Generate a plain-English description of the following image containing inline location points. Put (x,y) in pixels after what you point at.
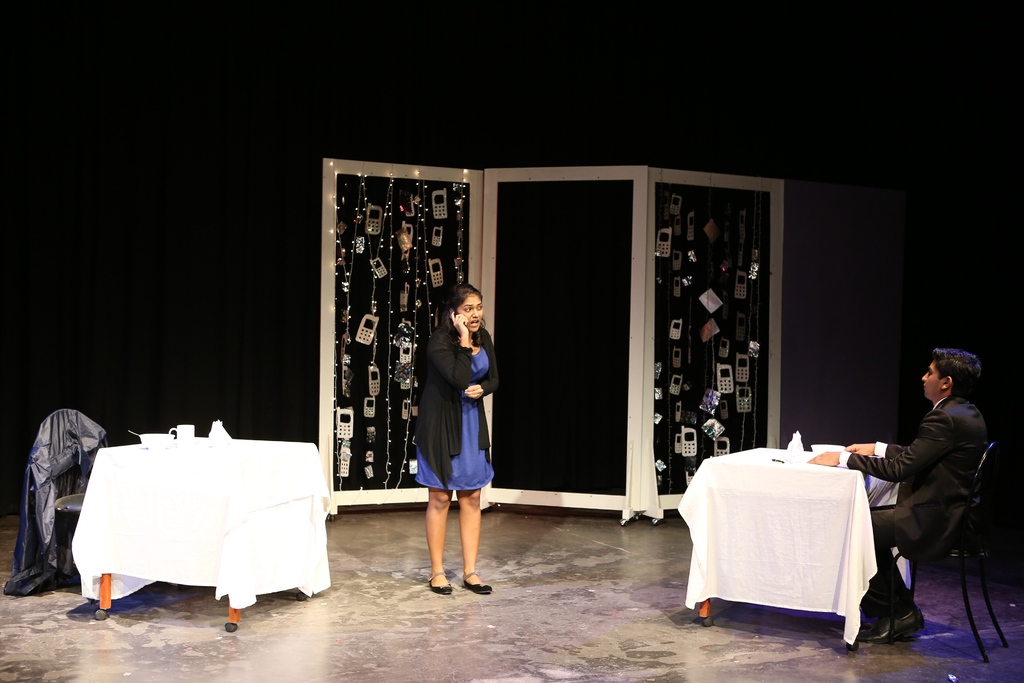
The person (935,432) in the right (950,438) is sitting in a chair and there is a white table (831,469) in front of him and there is another person (492,377) standing and speaking in mobile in front of him and there is a white table (229,461) behind her and there are some mobile phones (405,283) attached to a rope (382,242) in the background (675,289).
